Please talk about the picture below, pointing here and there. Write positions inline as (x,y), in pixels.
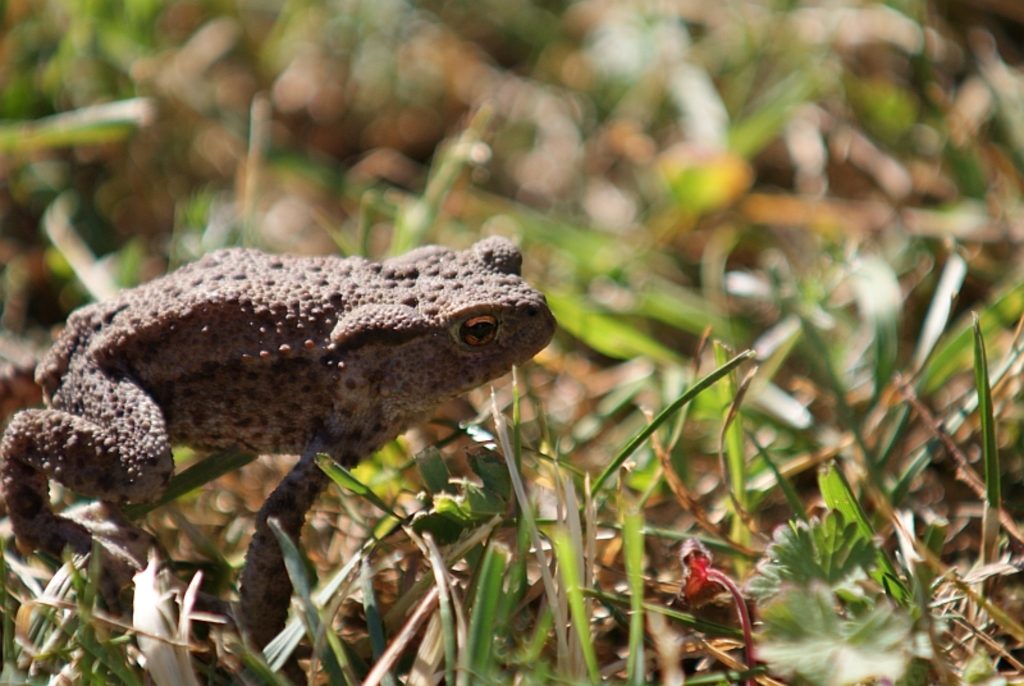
On the left (74,485) there is a frog (160,389). At the top (466,67) it is blurred. In the foreground (537,536) there is grass (530,579).
